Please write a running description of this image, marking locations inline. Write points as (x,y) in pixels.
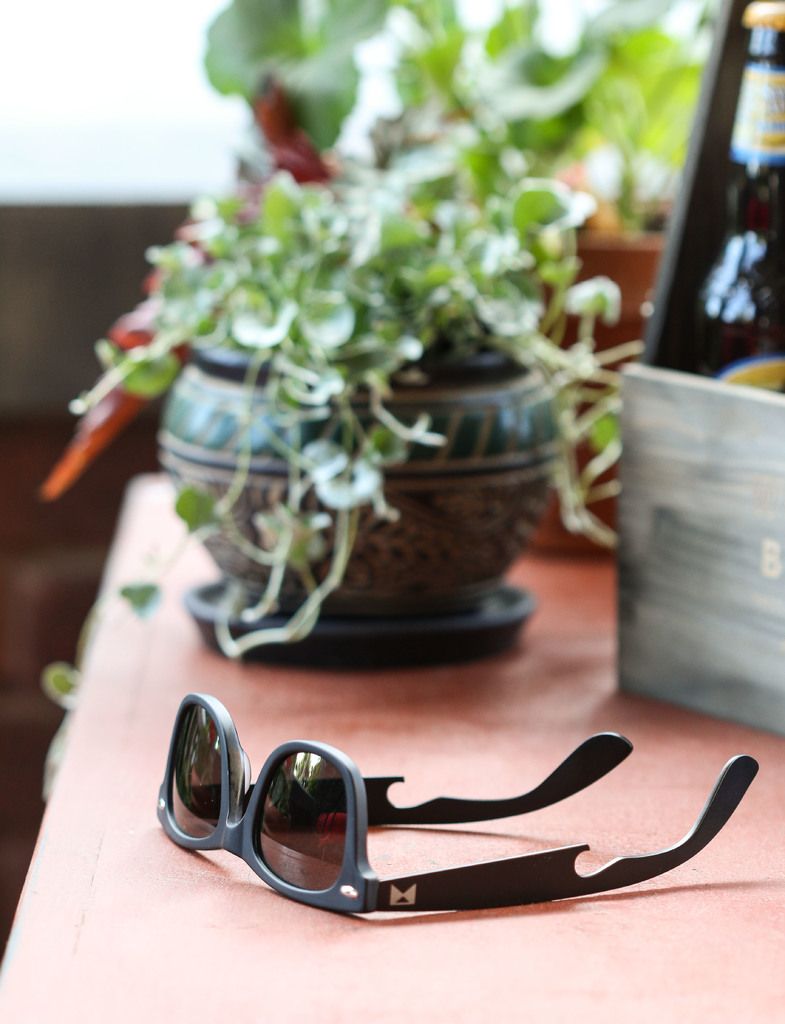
In this image there is a table (139,720) truncated towards the bottom of the image (468,967), there is a flower pot (436,516) on the table (419,673), there are goggles (389,817) on the table (542,841), there is an object (725,268) truncated towards the right of the image (687,257), the background of the image (48,47) is blurred.
